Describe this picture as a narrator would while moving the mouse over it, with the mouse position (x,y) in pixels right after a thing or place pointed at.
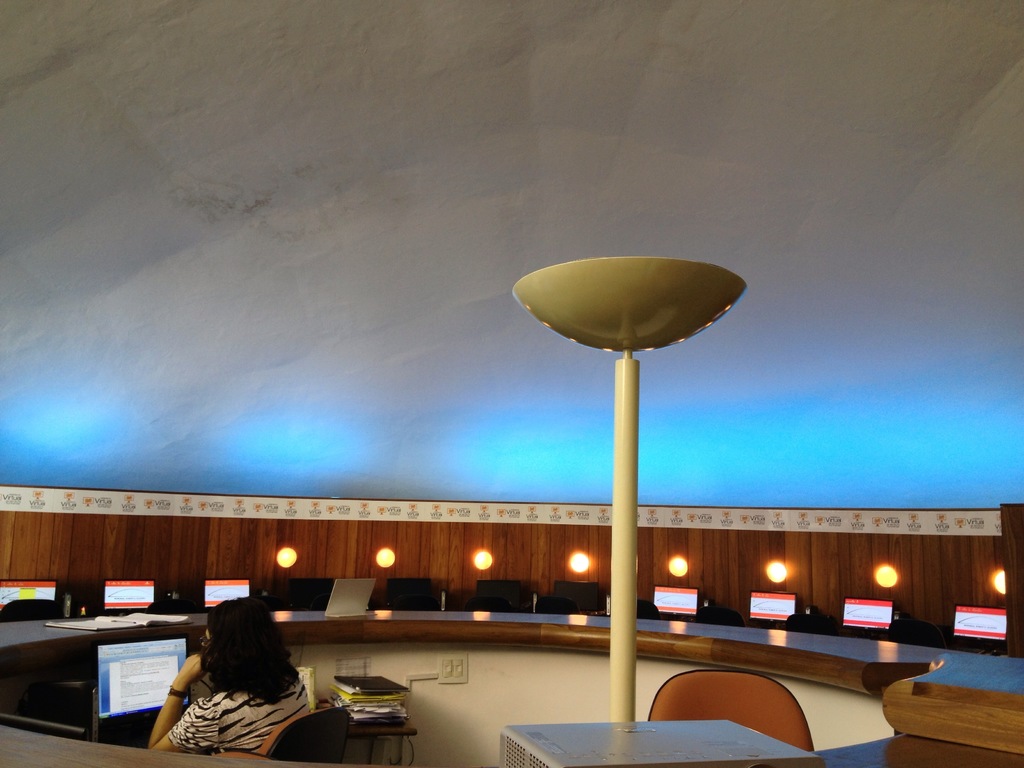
A person (294,699) is sitting in front of a monitor (148,700). There are lights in the middle of an image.
